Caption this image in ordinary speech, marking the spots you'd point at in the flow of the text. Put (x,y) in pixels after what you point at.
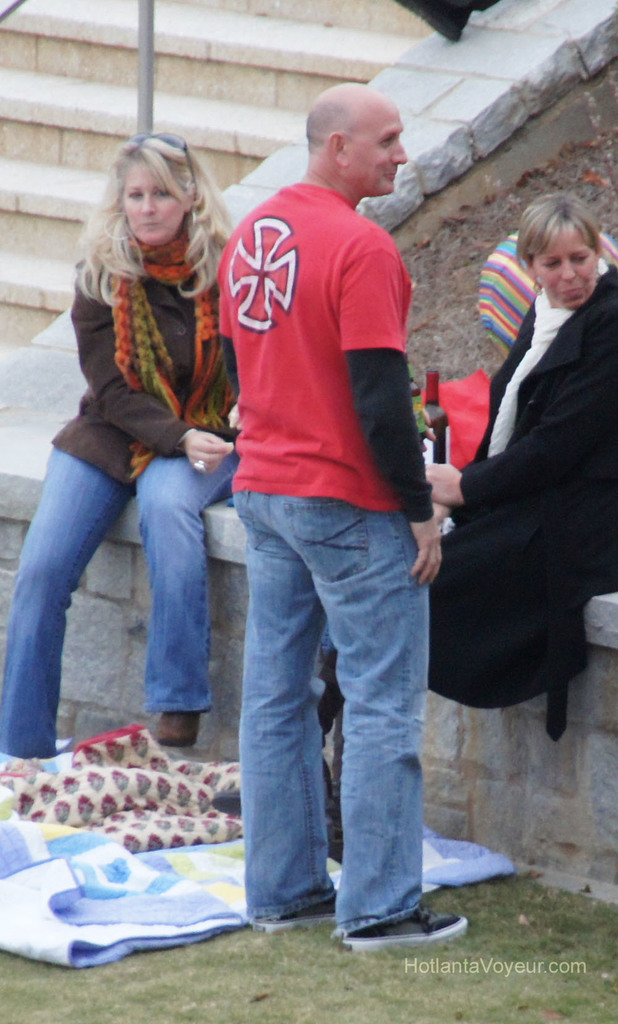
In the foreground of the picture (310,381) there are people (274,752) and blankets (150,823). At the top left (186,75) there are staircase (109,38), wall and railing (148,61).
